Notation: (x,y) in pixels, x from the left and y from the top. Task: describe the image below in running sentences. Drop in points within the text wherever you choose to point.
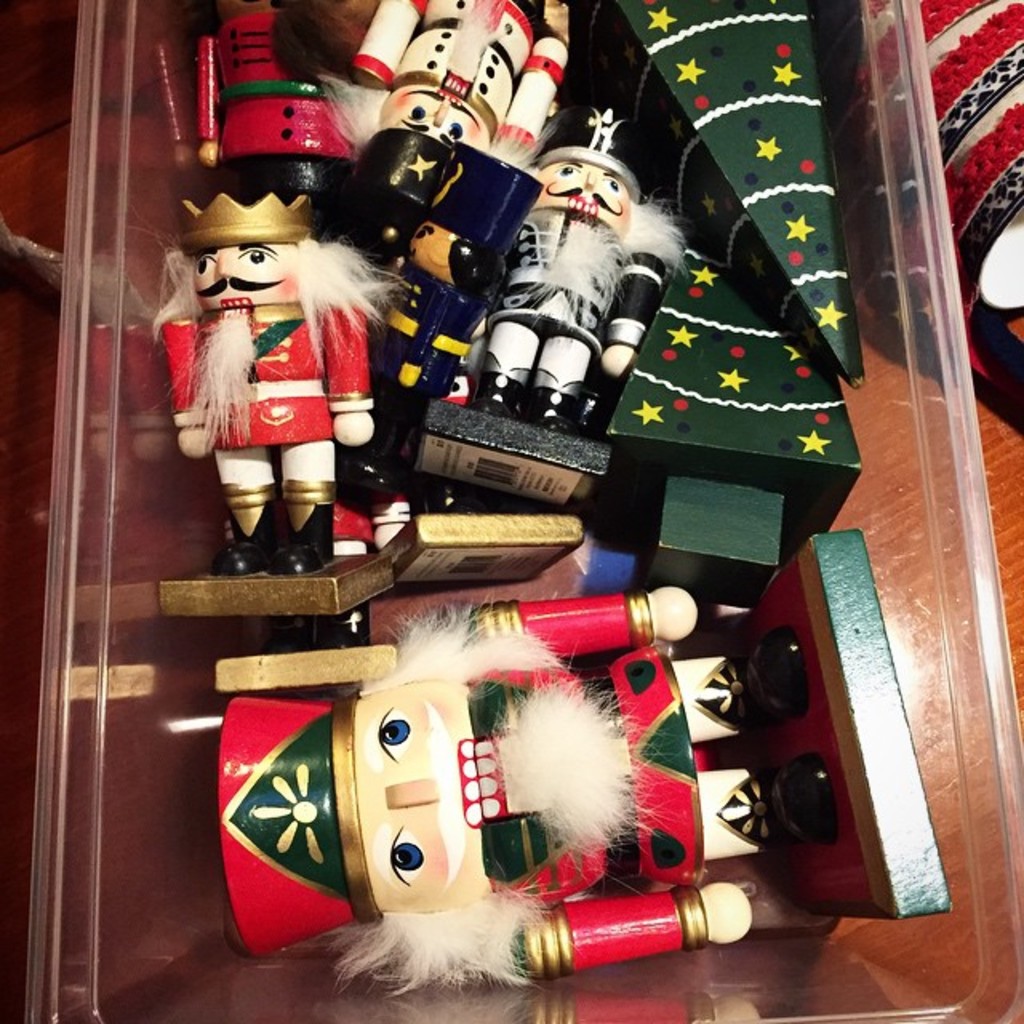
In the middle of this image (620,656), there are toys (450,771) in a box (867,315). This box (917,67) is placed on a wooden table (1008,590), on which there is an object (990,143).
